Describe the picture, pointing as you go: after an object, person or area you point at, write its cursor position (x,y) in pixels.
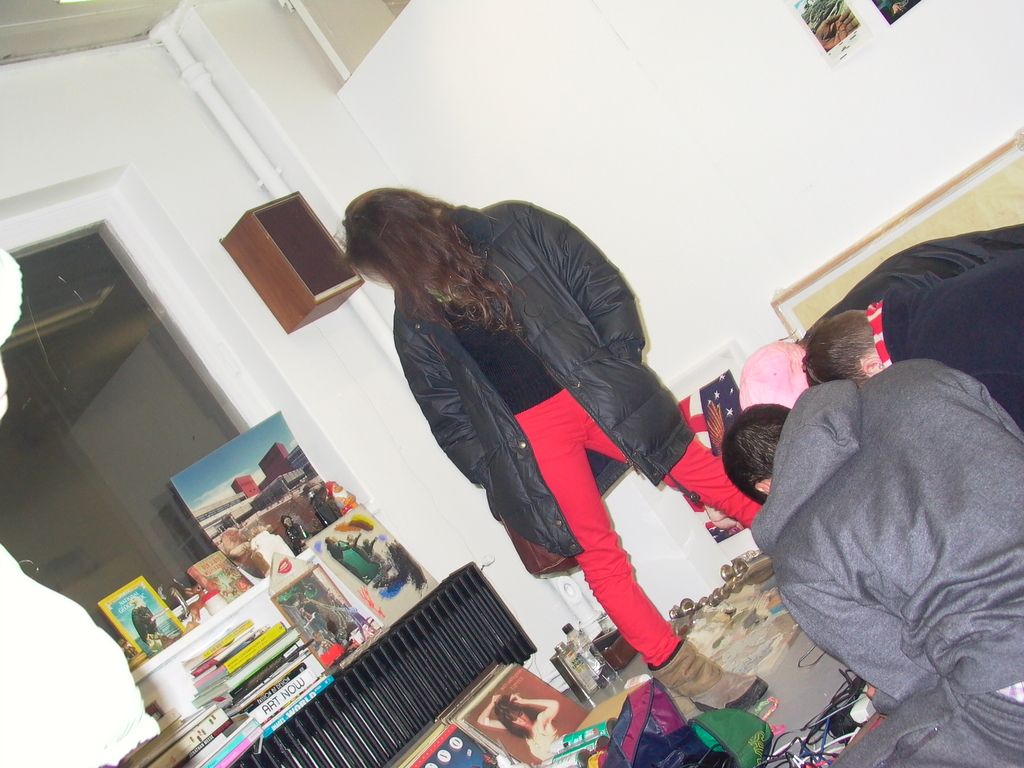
In the middle (560,424) a person (612,437) is standing, this person (593,386) wore black color coat (554,367), red color trouser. On the right side (808,473) few persons (871,546) are sitting on the floor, on the left side (265,669) there are books (273,656) in the shelves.
